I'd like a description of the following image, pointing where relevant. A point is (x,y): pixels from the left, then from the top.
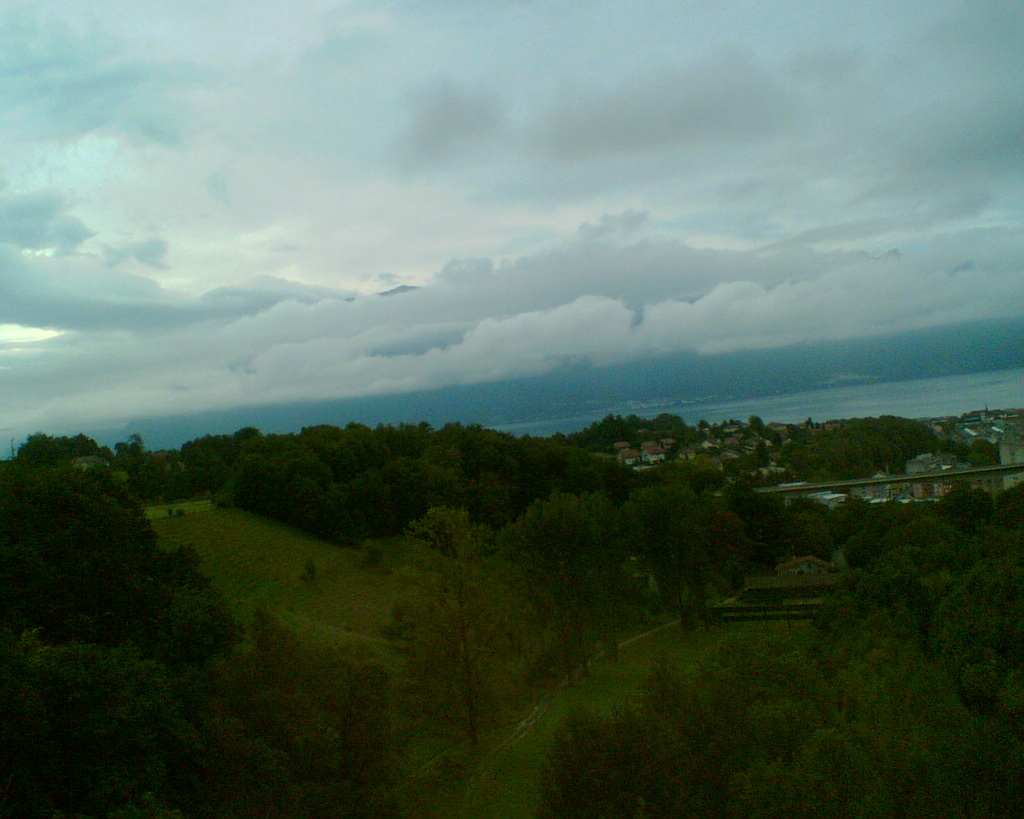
In this image in the middle (450,488) there are trees (492,617), grass (323,594), plants (841,699), sky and clouds (536,241).
